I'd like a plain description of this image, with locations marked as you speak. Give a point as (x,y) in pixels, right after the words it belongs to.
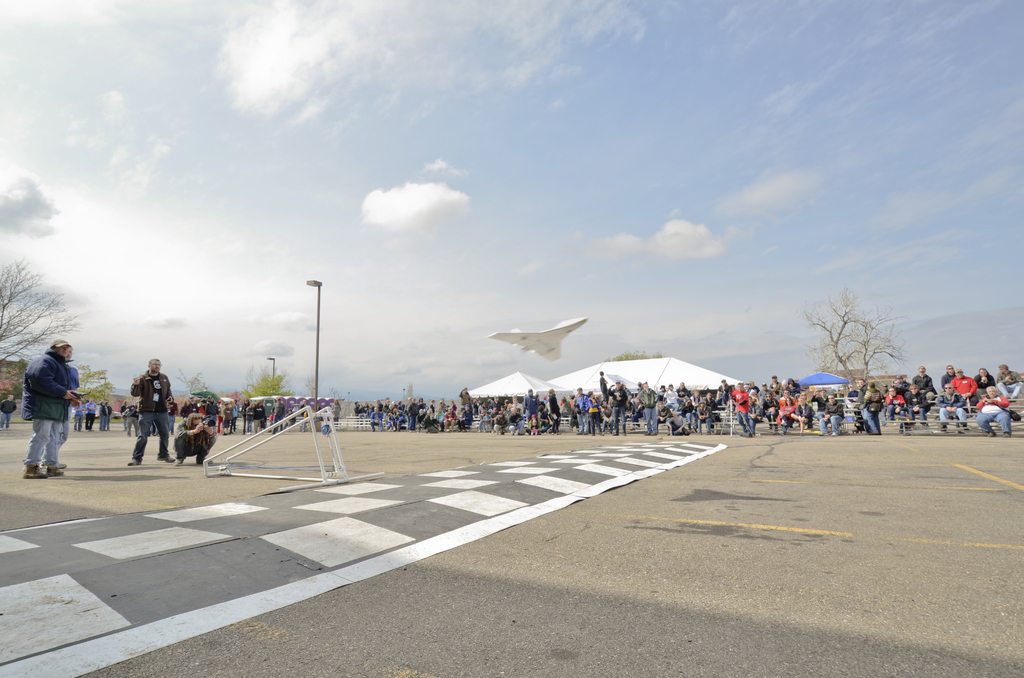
In this image we can see metal frame (326,422), aircraft (525,342), sheds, trees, street light (316,379), sky (297,333) and we can also see people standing on the road (940,458).
